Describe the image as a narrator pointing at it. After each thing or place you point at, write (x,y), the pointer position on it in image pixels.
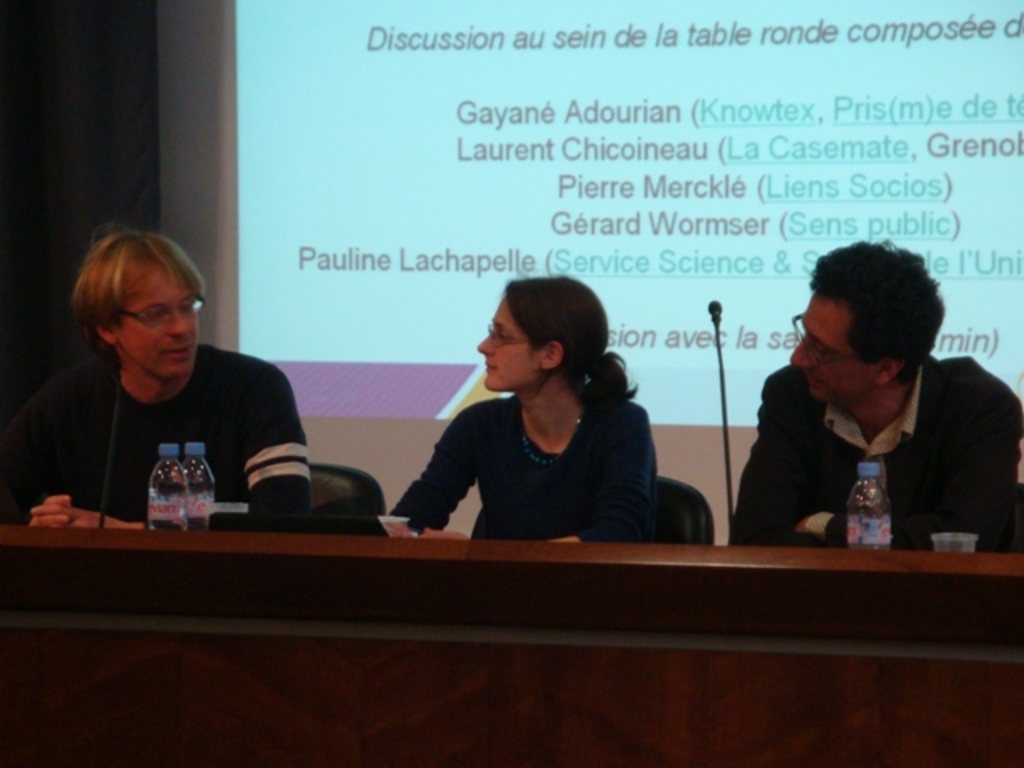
In the foreground of this image (465,423), there are people (832,434) sitting on the chairs (692,509) in front of a table (455,609) on which there are mics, bottles (188,505) and glasses (953,550). In the background (521,161), there is the screen (555,145).
